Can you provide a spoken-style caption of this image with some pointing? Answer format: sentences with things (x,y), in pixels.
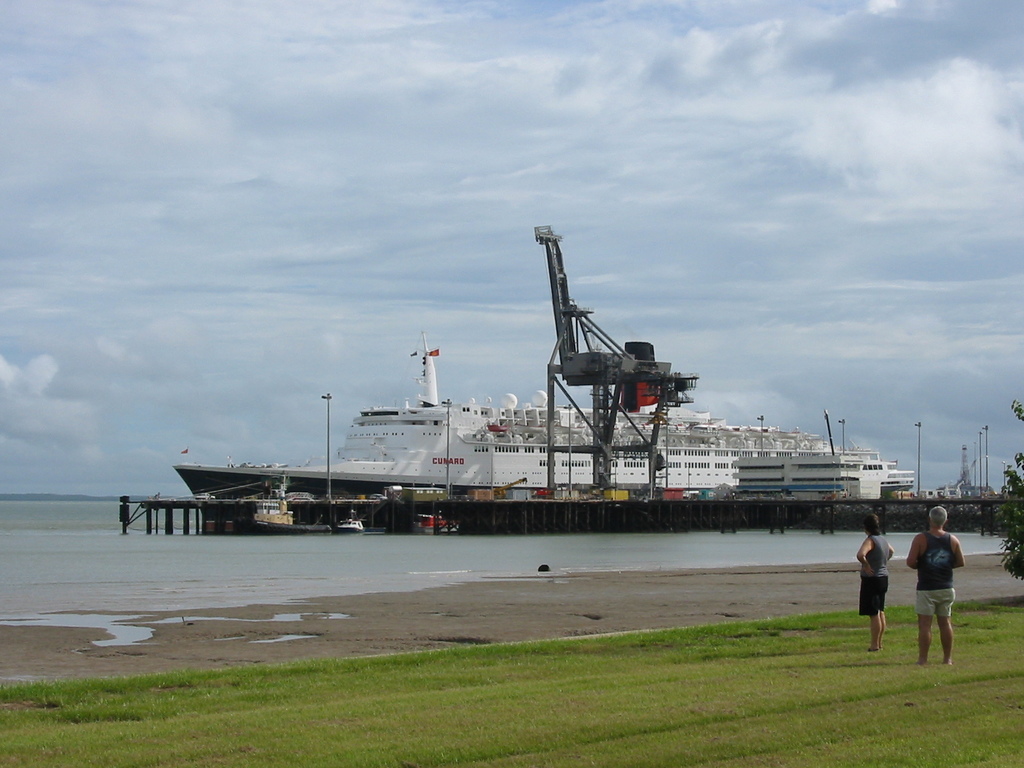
In this image I can see two people (881,647) standing on the ground (830,636). To the side of these people (873,608) I can see the ship (621,435) on the water (300,544). In the background (324,226) I can see the clouds (324,226) and the sky (372,335).
